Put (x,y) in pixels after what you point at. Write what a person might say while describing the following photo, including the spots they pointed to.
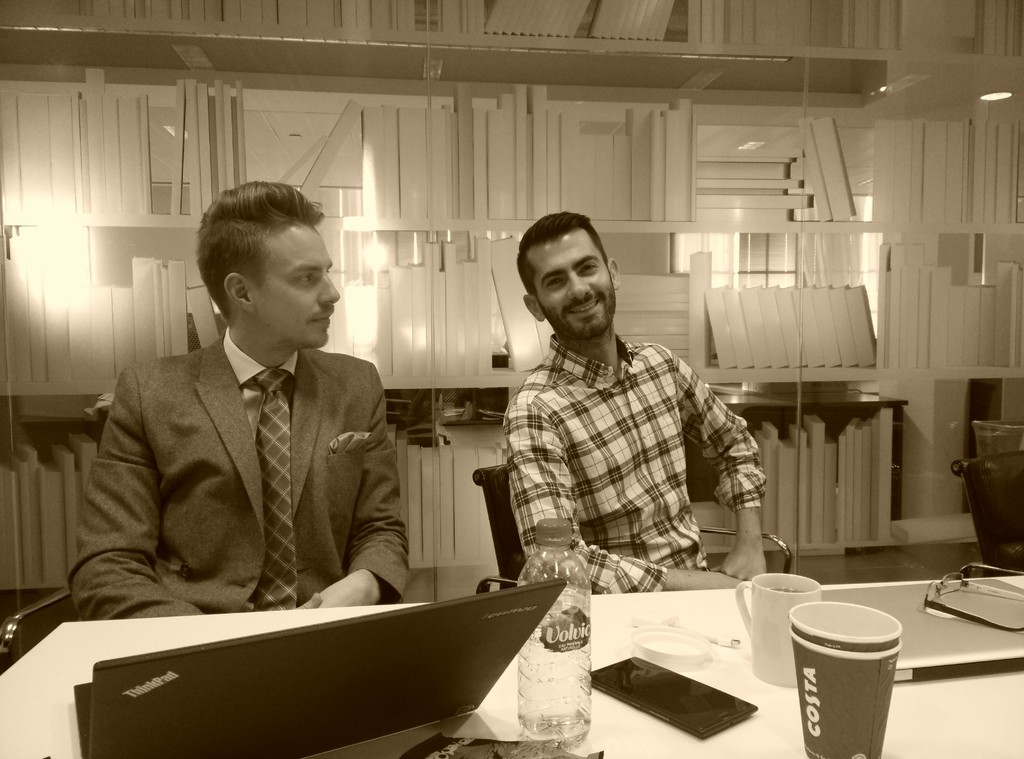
This picture shows that there are two men (550,404), sitting in the chairs (483,583) in front of a table (660,604). On the table (700,603) there is a laptop (408,676), bottle (554,672), mobile (634,688) and some glasses (820,679) here. In the background (794,569) there is a wall (553,160) made up of some design (520,132).
